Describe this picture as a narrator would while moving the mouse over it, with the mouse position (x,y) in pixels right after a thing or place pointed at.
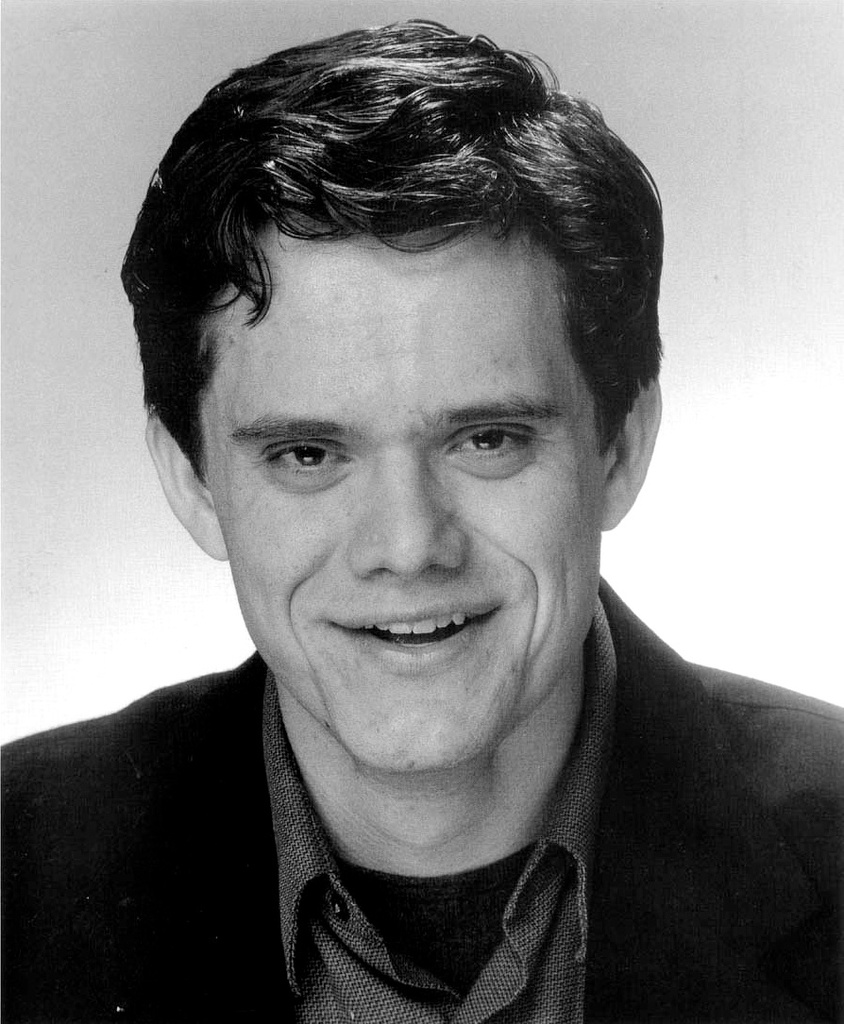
In this picture there is a man (463,936) in the center of the image (325,556).
